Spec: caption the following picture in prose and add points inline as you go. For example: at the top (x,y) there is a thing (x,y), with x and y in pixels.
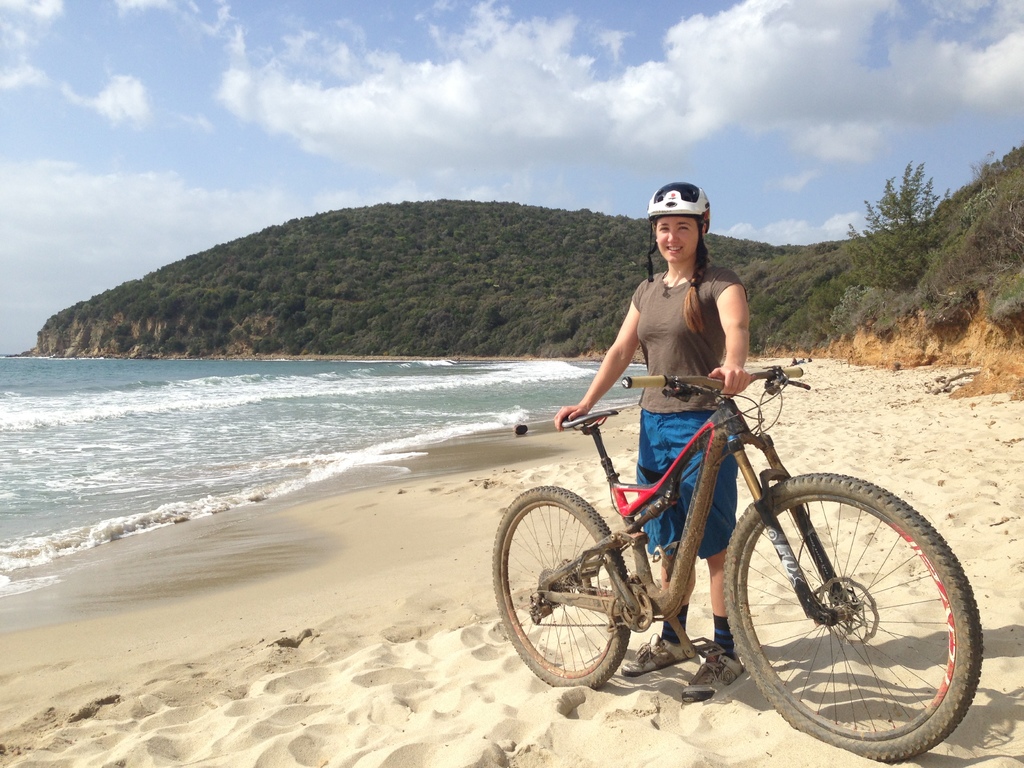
In this image we can see a woman (705,285) wearing brown color T-shirt (668,365), blue color short (664,536) also wearing white color helmet (685,213) holding bicycle (618,498) which is on the ground (387,564) and at the background of the image (309,288) there are some mountains (276,312), water (63,376) and sunny sky (382,110).
